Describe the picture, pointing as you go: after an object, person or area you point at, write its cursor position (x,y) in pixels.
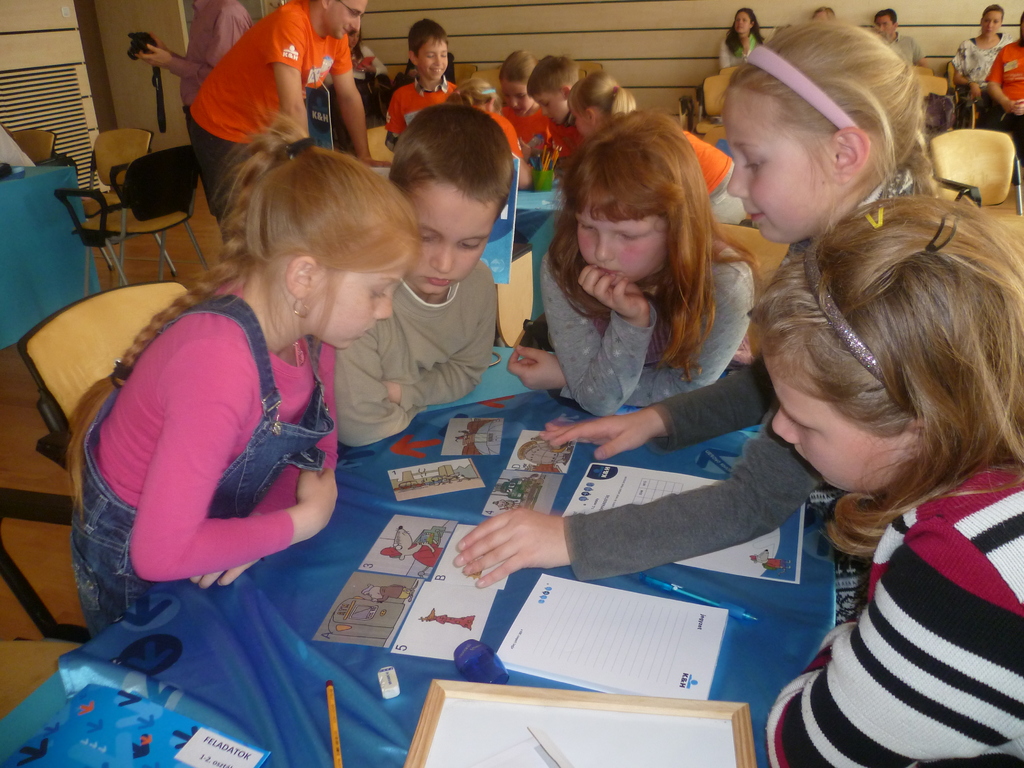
In this image, we can see people (321,332) and some are wearing hair band (833,303) and there are papers (534,625), books (552,608), stickers (480,629), a board (490,708), pencil (335,723), an eraser (389,683) and a file (181,722) are on the table (508,582). In the background (295,71), there are some other people (432,36) and we can see a person (161,56) standing and holding a camera (154,69), some chairs (132,131), tables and there is a wall (564,24).
